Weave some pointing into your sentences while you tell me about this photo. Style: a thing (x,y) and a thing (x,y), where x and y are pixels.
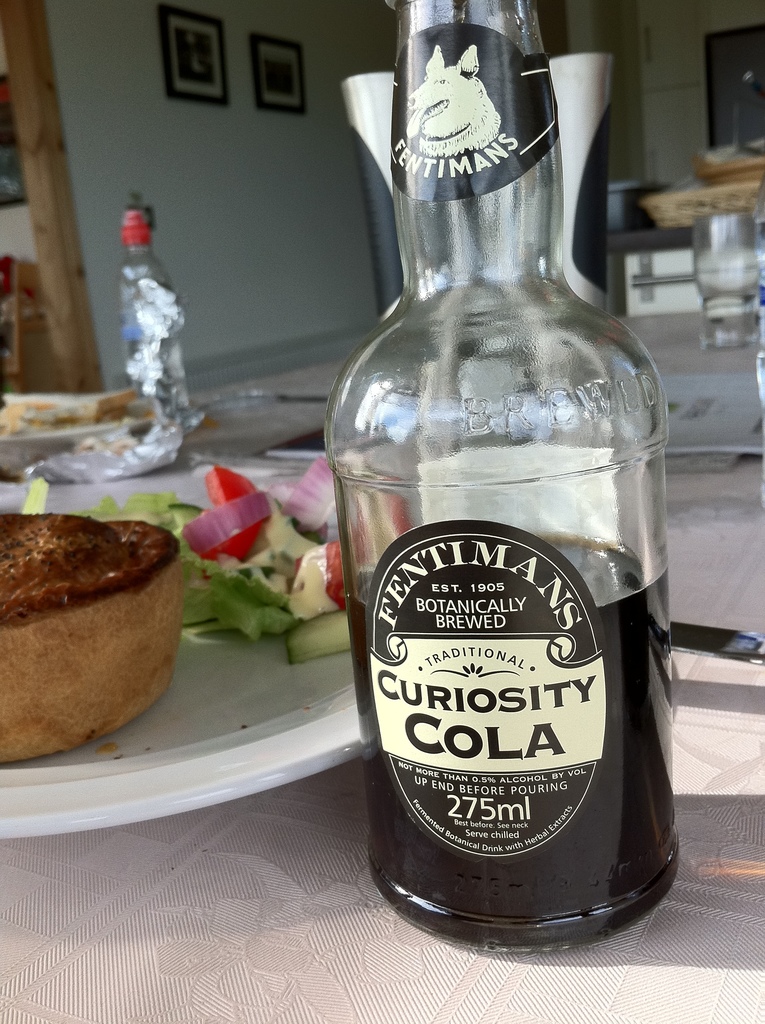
In this picture, this is a table (155,914) on the table (158,906) there is a plate (159,812) with food items (118,598), bottle (493,621), paper (714,419) and a glass (707,312). Background of this table (67,983) is a wall (228,204) on the wall (217,112) there are the photo frames (212,71).
